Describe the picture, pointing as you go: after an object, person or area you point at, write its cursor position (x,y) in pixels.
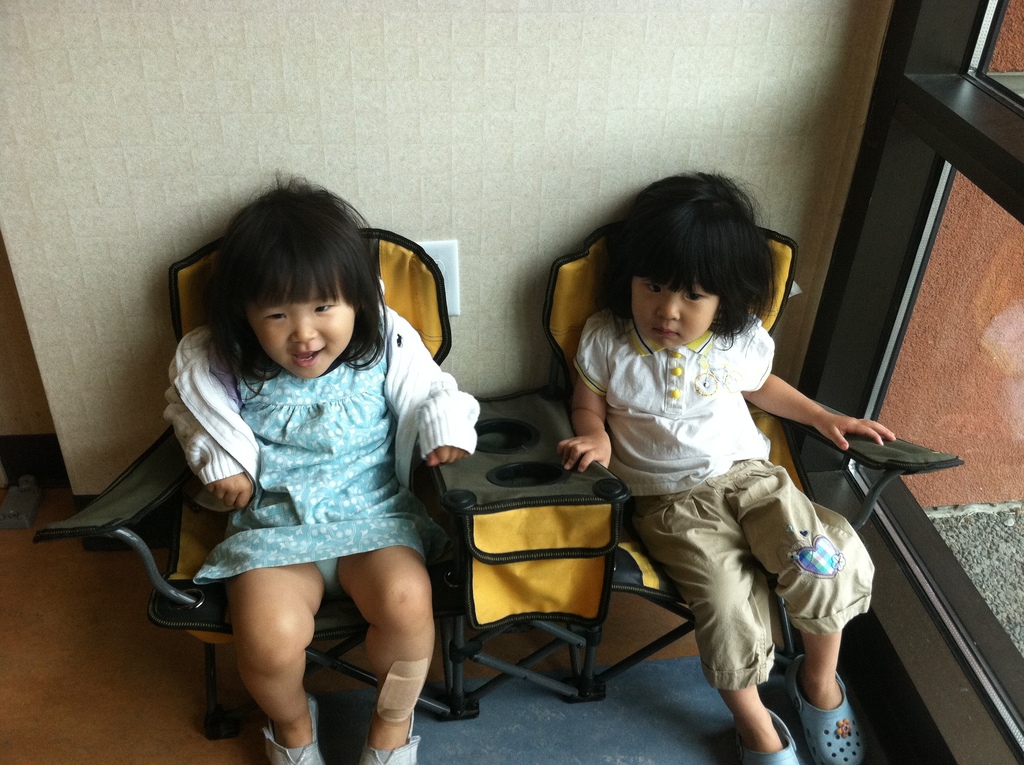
In the image there are two asian kids (358,501) sat on chair (589,487). They had baby haircut (350,298). The background wall (393,201) is cream in color and beside them there is glass window (971,378).
